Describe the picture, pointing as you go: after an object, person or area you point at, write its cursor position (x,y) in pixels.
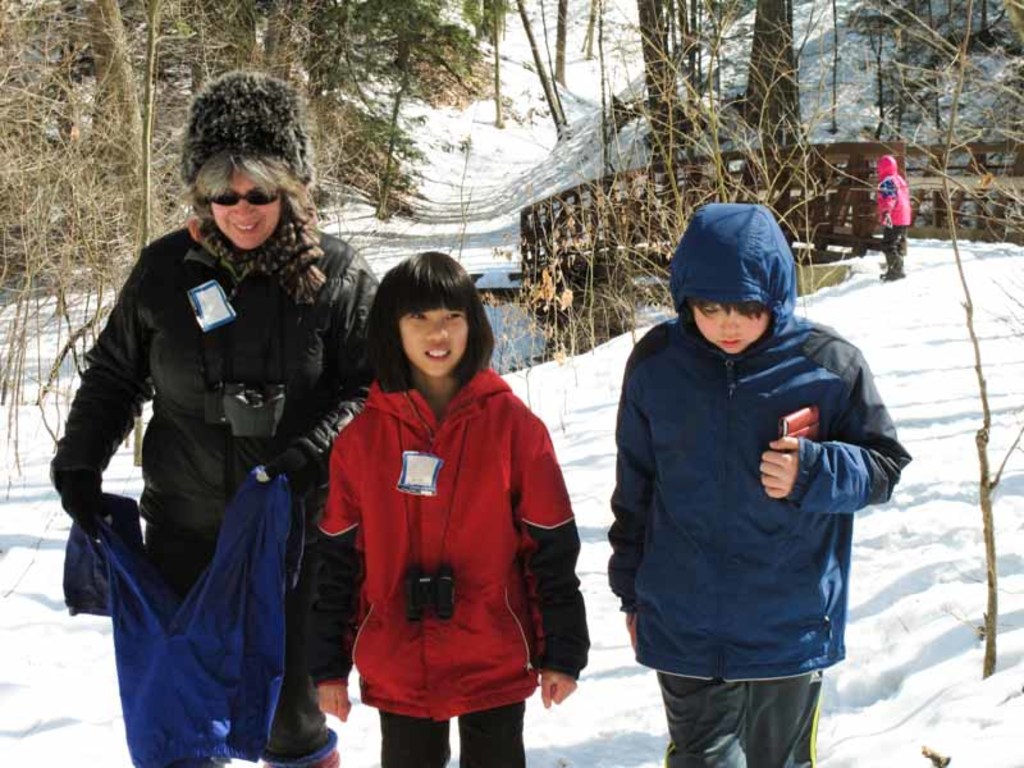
In this image I can see three people (493,477) with different color dresses (388,501). I can see two people (135,404) are wearing the identification cards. And these people (299,591) are on the snow (48,581). In the back (891,208) I can see another person (891,188) wearing the pink color jacket (904,189). And I can see the wooden railing (666,175) to the side. In the back (123,30) I can see the trees (424,49).
